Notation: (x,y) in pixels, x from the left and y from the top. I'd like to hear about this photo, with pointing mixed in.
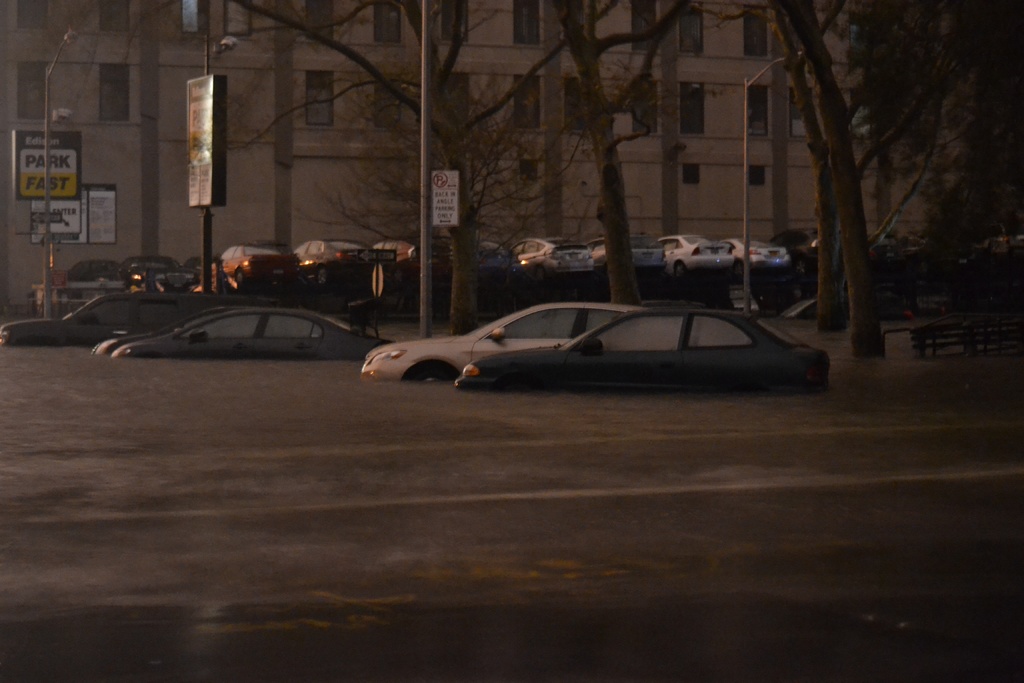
In this image we can see few cars (673,305), light poles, there are boards (59,142) with some text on it, also we can see a building (416,132), and windows (537,92).
